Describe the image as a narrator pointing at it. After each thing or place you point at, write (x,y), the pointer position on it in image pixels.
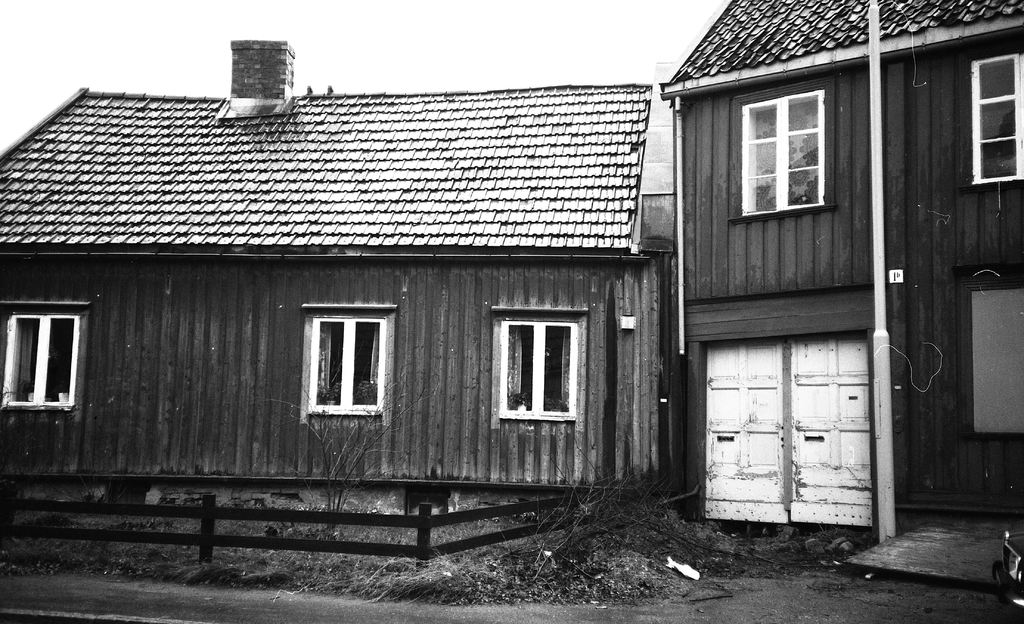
In this picture I can see the buildings (636,193). On the right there is a pole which is placed near to the door (845,439) and windows (1020,361). At the top (538,51) I can see the sky (572,22). At the bottom (269,608) I can see the road (265,590), wooden fencing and grass (493,552).
